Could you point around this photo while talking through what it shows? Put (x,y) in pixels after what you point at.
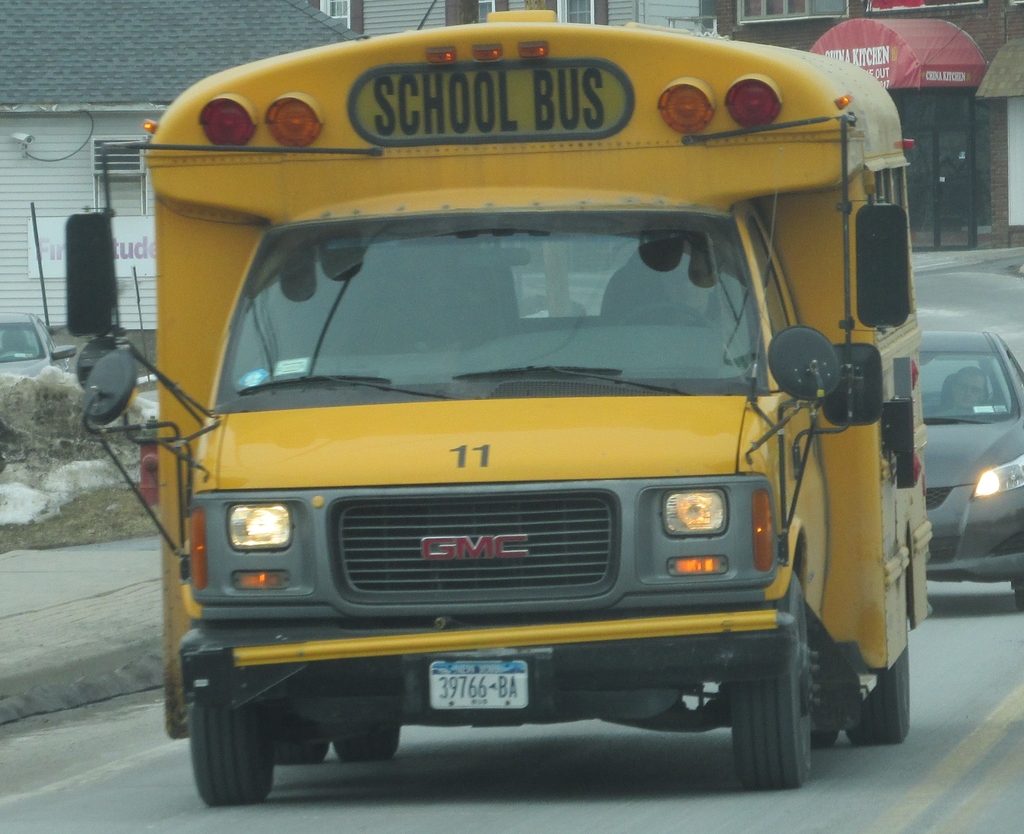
In this picture we can see a few vehicles (786,699) on the path (471,805). There is a wall (13,304) on the left side (24,297). We can see a car (11,366) and some buildings (121,74) in the background (977,3).
